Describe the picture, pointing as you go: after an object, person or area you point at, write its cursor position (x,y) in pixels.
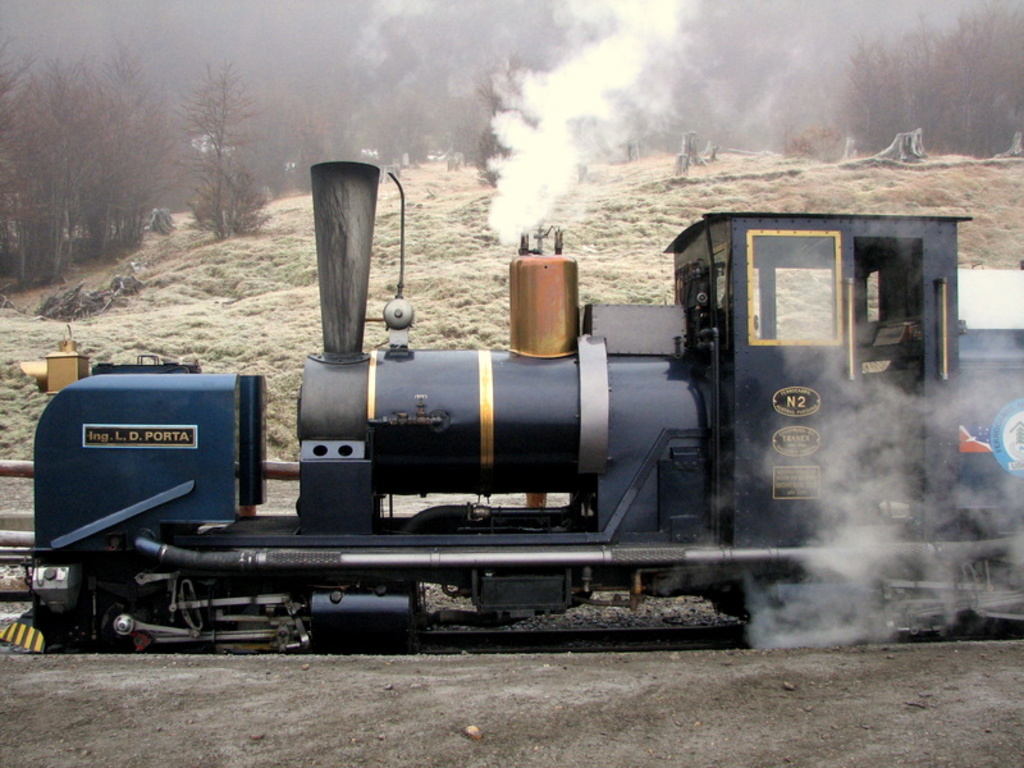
In this image in the center (507,417) there is an engine (515,425) of the rail (527,444) with some text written on it. In the background (611,138) there are trees (78,193) and there is smoke (504,216).
